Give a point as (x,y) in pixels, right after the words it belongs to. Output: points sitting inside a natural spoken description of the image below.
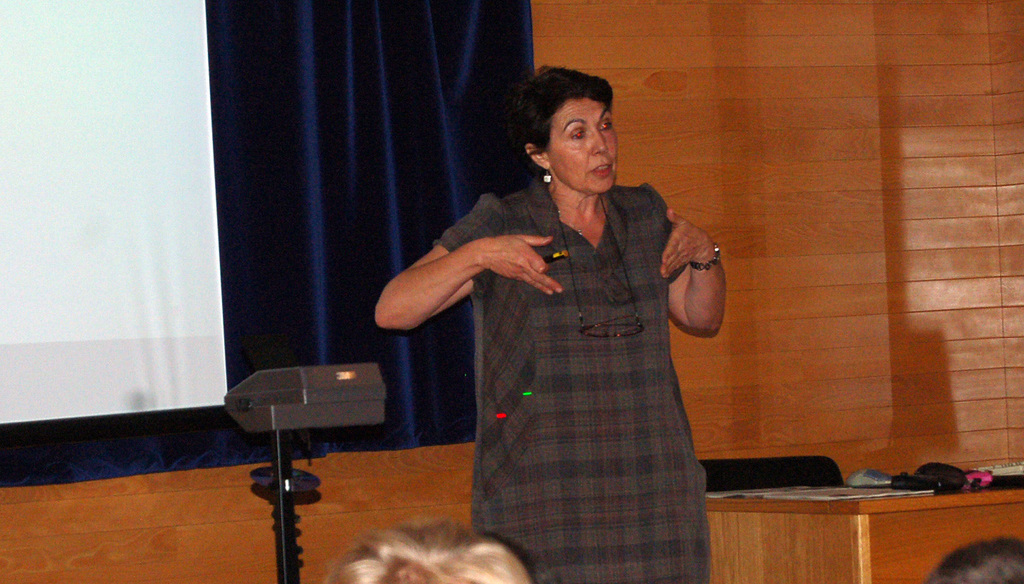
A woman (554,473) Is standing in the middle (485,371) and talking behind her there is a curtain (344,249).
